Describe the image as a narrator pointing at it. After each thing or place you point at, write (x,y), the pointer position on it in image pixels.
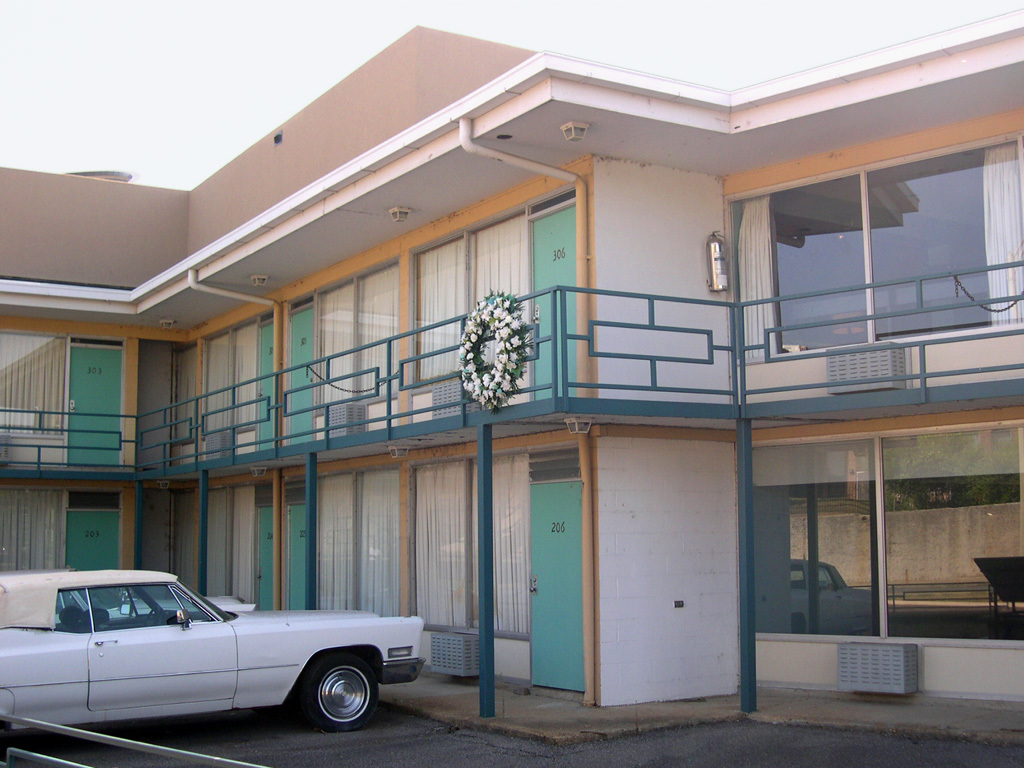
In this image we can see a white color car (250,626), house (172,503), glass doors (386,581) through which we can see curtains (997,242), garland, fire extinguisher (719,273), the reflection (832,501) of the wall (928,545) on the glass (869,545) and the sky (110,89) in the background (249,114).
